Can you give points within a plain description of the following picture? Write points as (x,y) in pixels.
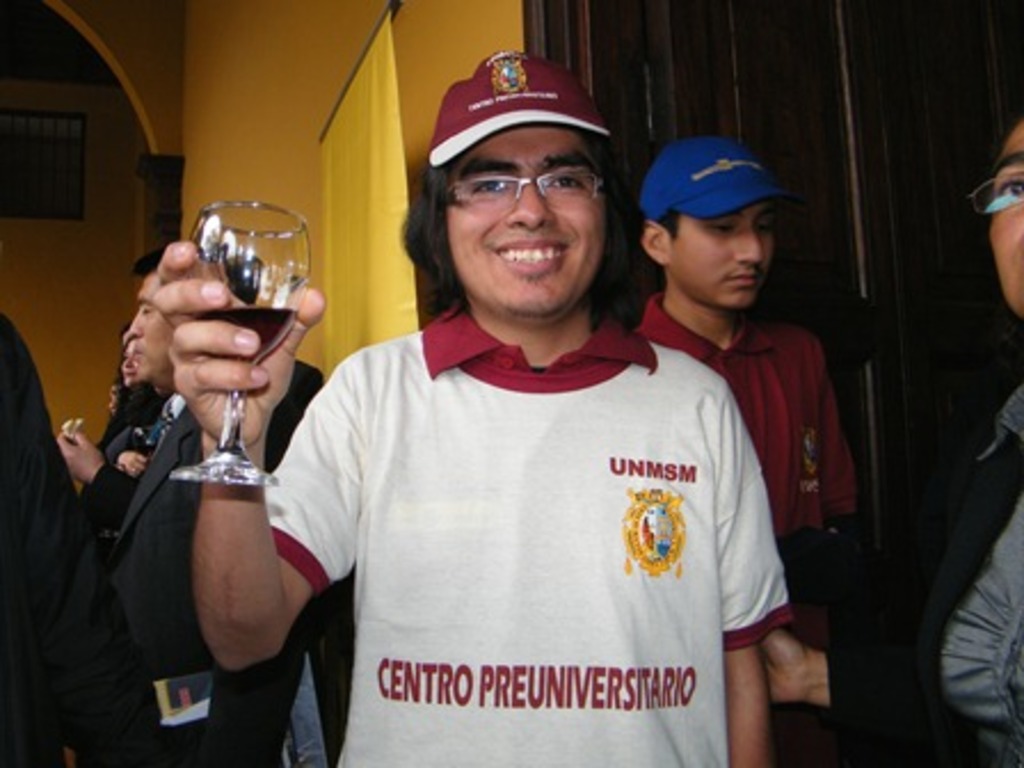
This man (531,283) is holding a glass (266,319) with liquid (260,335). This man (485,324) wore spectacles (561,192) and cap (565,99). These persons (165,350) are standing. This is a yellow banner (381,162). The wall (256,76) is in yellow color.
